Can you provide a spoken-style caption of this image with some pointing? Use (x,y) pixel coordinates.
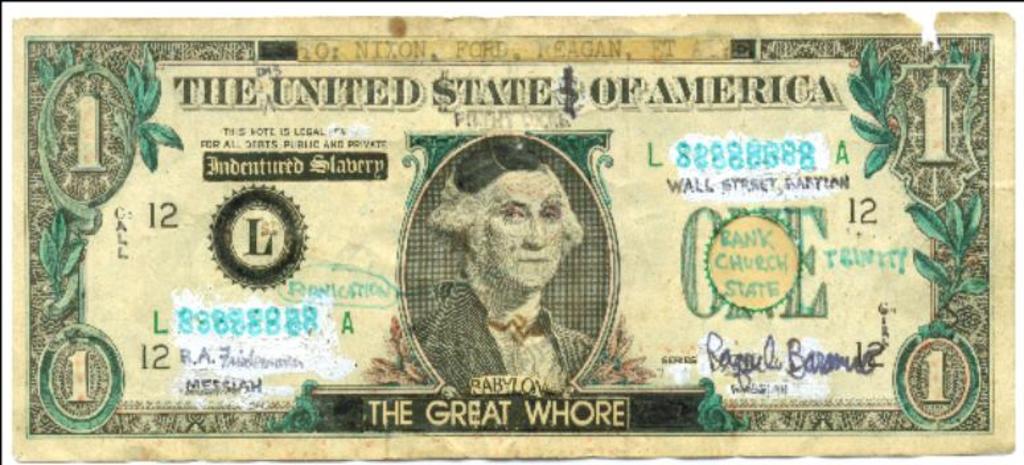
In this picture we can see a currency note (843,316) and on this note (806,322) we can see a person (513,287), leaves (151,100) and some text (794,361).
